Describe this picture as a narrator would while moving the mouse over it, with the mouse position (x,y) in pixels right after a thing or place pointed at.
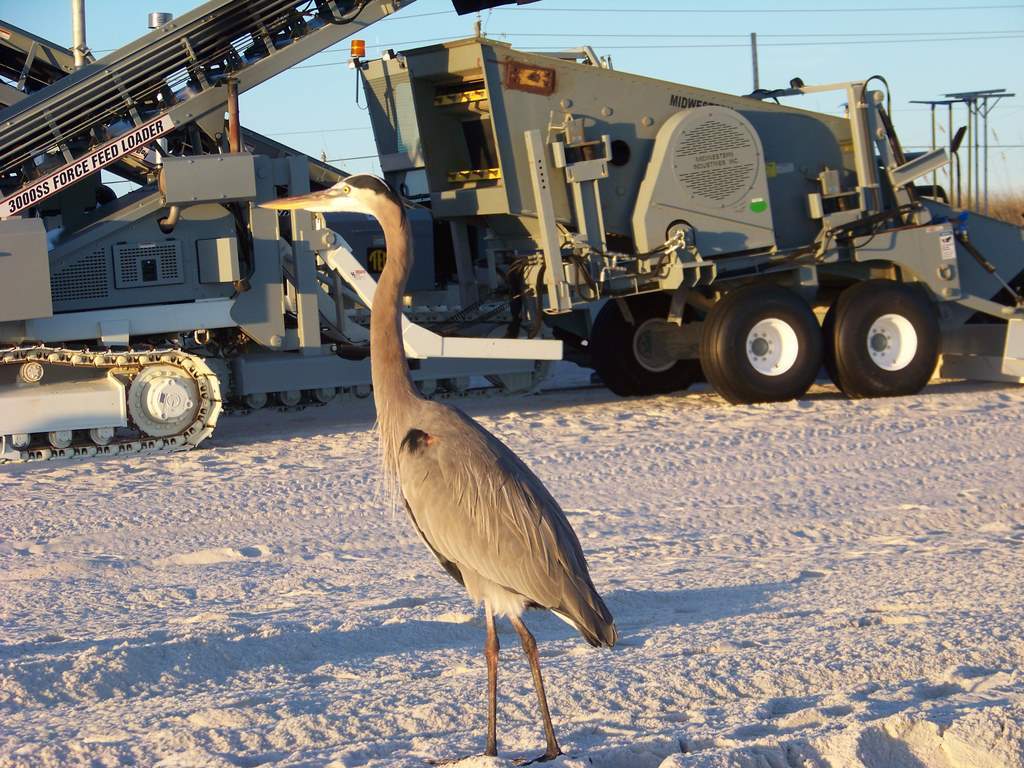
In this image I can see a bird (517,529) which is brown, cream and black in color is standing on the ground (476,747). I can see a huge vehicle (664,255) which is grey, black and white in color, few metal poles (985,127), few trees (1019,205), few wires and the sky (346,52) in the background (690,46).
